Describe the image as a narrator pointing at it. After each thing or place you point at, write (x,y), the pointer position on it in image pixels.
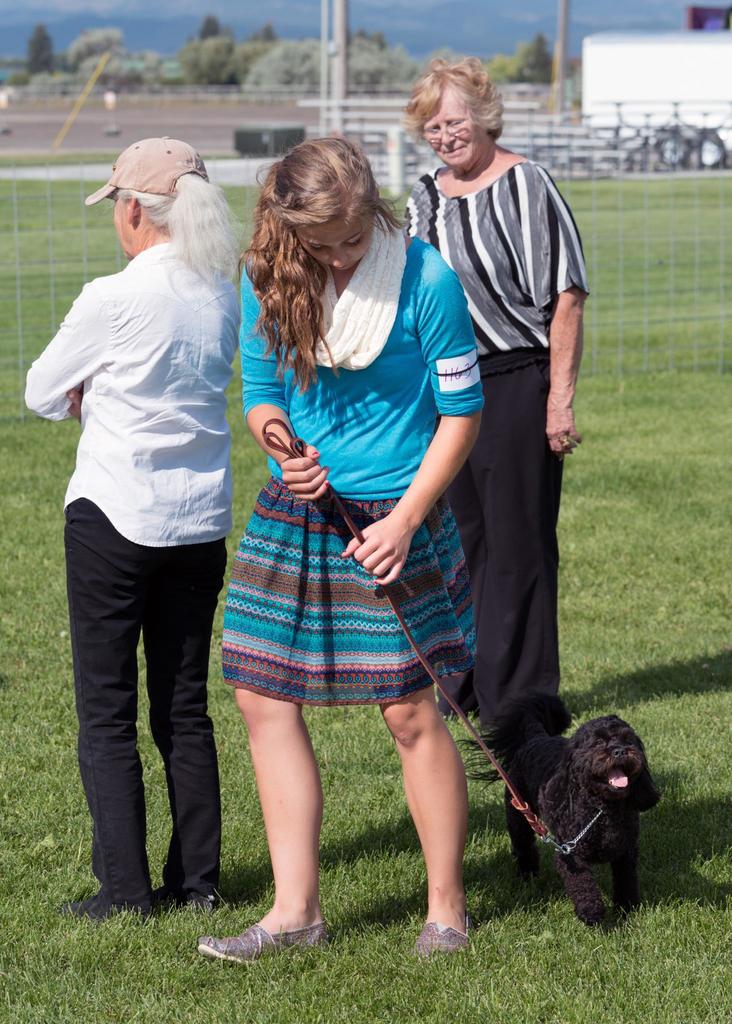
This picture shows three women (229,260) standing on a green field (720,401) and a woman (376,410) holding a dog (506,723) in her hand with the help of a string (398,604) and we see trees (548,50).
